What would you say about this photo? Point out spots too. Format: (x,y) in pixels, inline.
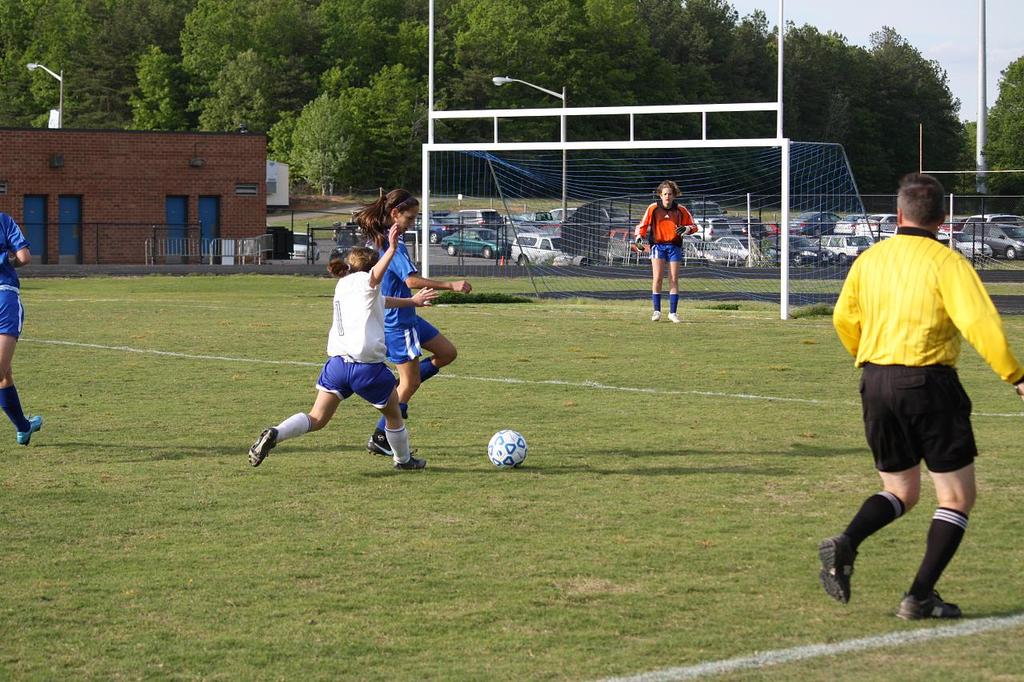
In this image there a few people (413,381) playing football on the ground (621,467). There is a football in the image. There is grass (567,502) on the ground (606,364). Behind them there is a net (699,211) on the ground (617,356). Behind the net (615,201) there are cars (619,233) parked on the ground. In the background (608,165) there are trees (721,36) and street light poles (61,80). To the left (64,163) there is a house (217,192). In the top right (897,23) there is the sky (872,20).
